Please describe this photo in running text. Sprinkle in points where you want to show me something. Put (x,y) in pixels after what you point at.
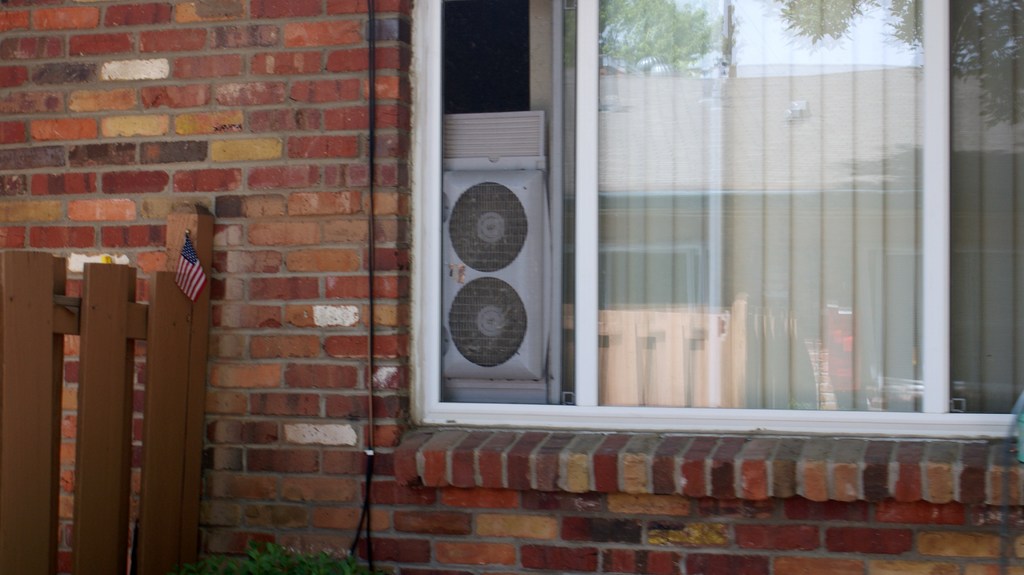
In this image I see the brick wall (343,480) and I see the wooden fencing (138,332) over here and I see the flag (186,265) over here and I see the wire (373,59) and I see the windows (702,178) and in the reflection (707,48) I see the trees (645,10).
